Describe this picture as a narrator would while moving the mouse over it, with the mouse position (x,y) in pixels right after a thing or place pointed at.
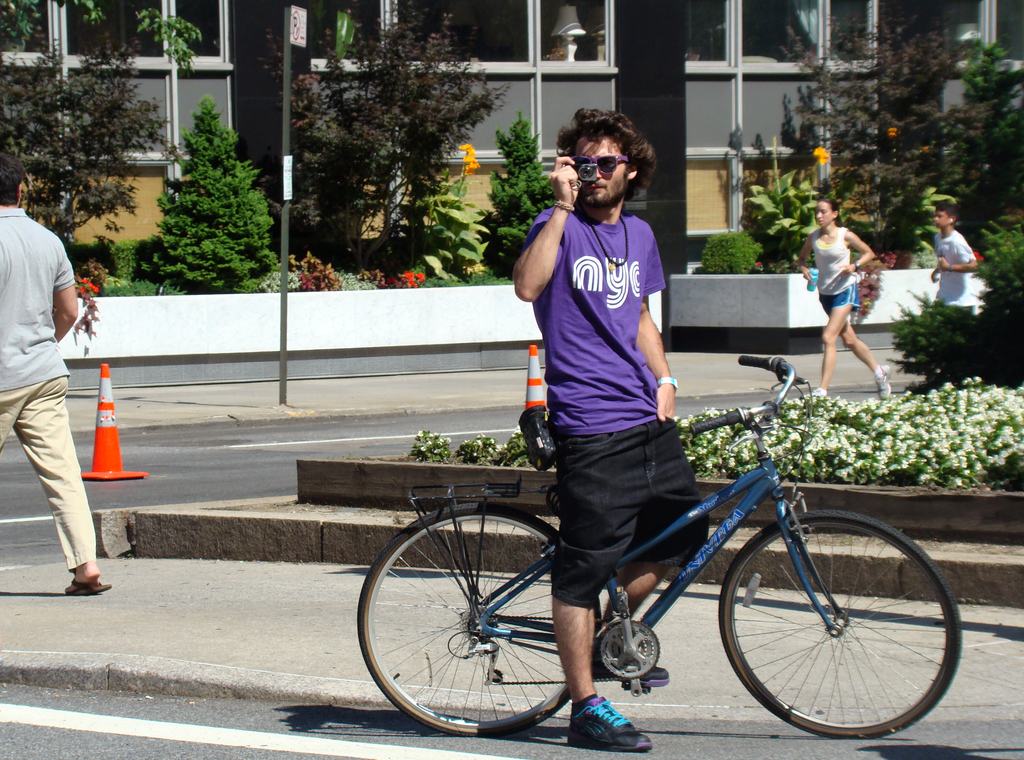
This is the picture of a person (612,208) wearing purple shirt (557,295) and black short (664,457) and taking the picture who is on the bicycle (766,475) and behind him there are some plants (728,441) and other two people (968,290) running.
